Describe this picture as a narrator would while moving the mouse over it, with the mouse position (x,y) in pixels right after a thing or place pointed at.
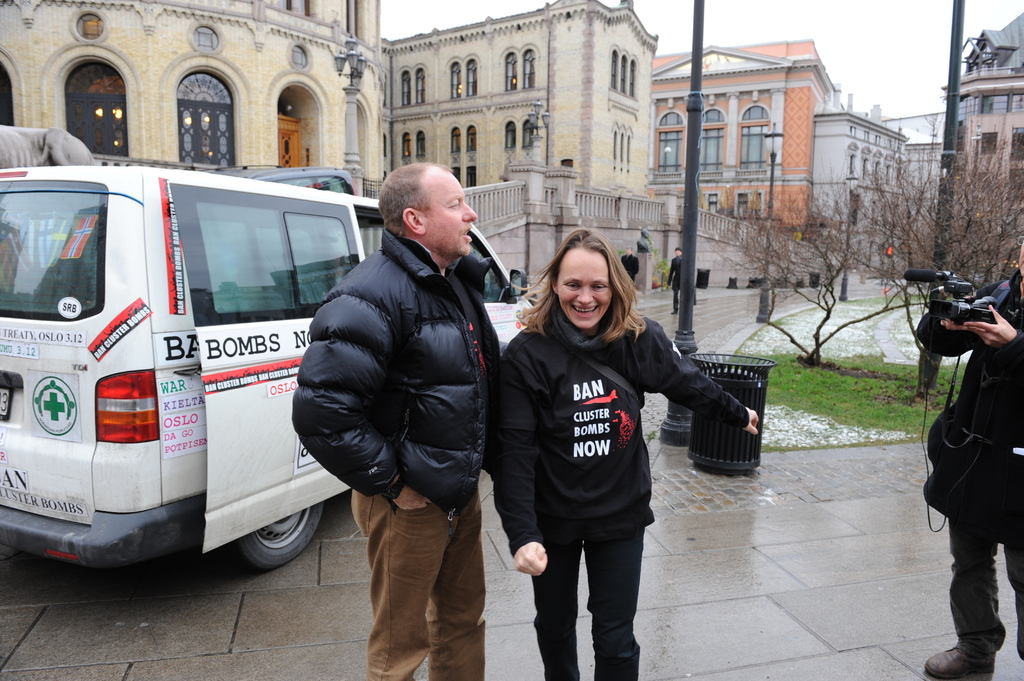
On the left (323,261) there is a vehicle (270,357) in white color, in the middle (476,349) a man (372,315) is standing, he wore a black color coat (396,409). Beside him a woman (573,231) is smiling, on the right side (968,341) a person (959,332) is shooting in the camera (954,311). There is a tree (866,271) in this image and there are buildings (657,167) at the backside of an image (564,148).
